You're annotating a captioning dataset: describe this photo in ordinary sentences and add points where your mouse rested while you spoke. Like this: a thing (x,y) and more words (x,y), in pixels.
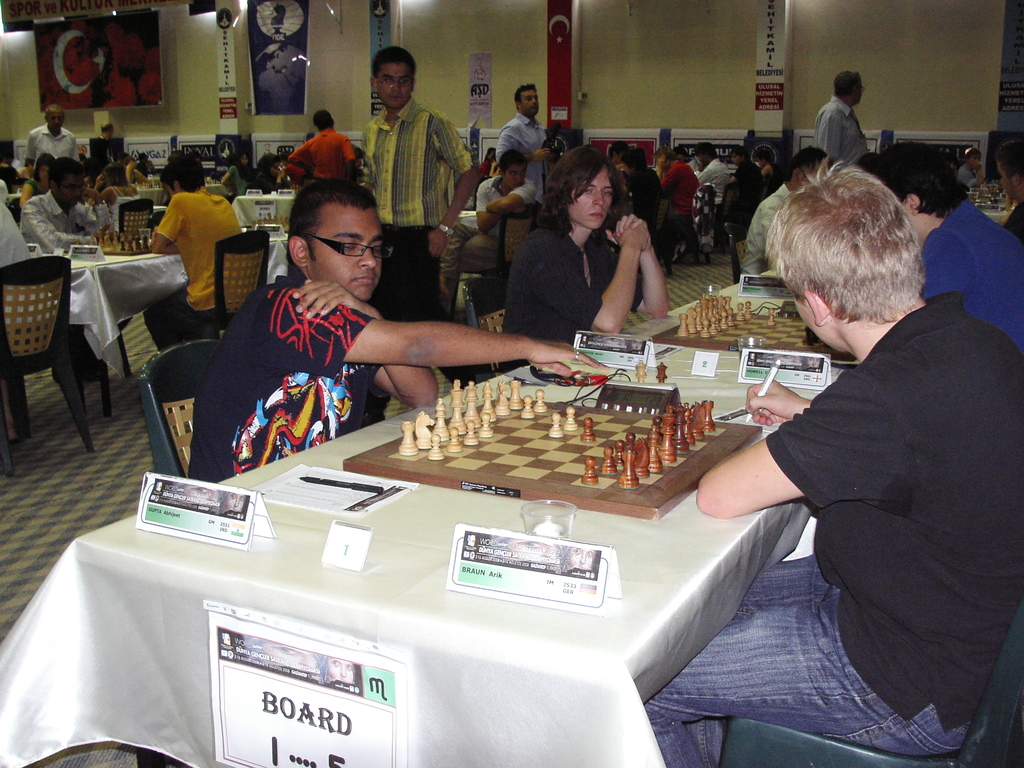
There are two persons (361,263) sitting and playing chess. On the right hand side of the table (709,392), the person (766,397) is writing something on the table (694,396). On the left hand side of the table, the person (374,342) is tapping something on the table (565,377). There are name boards (472,544) and some objects (628,441) on the table (701,378). This sign board (284,668) is attached with the table (425,628). Beside these persons (344,289), there are other players (75,200). They are playing chess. There are six people (410,136) standing and watching these players (203,204). In the background (301,29), there is a wall (416,33), light (204,13), poster (269,50) and hoarding (92,29).
